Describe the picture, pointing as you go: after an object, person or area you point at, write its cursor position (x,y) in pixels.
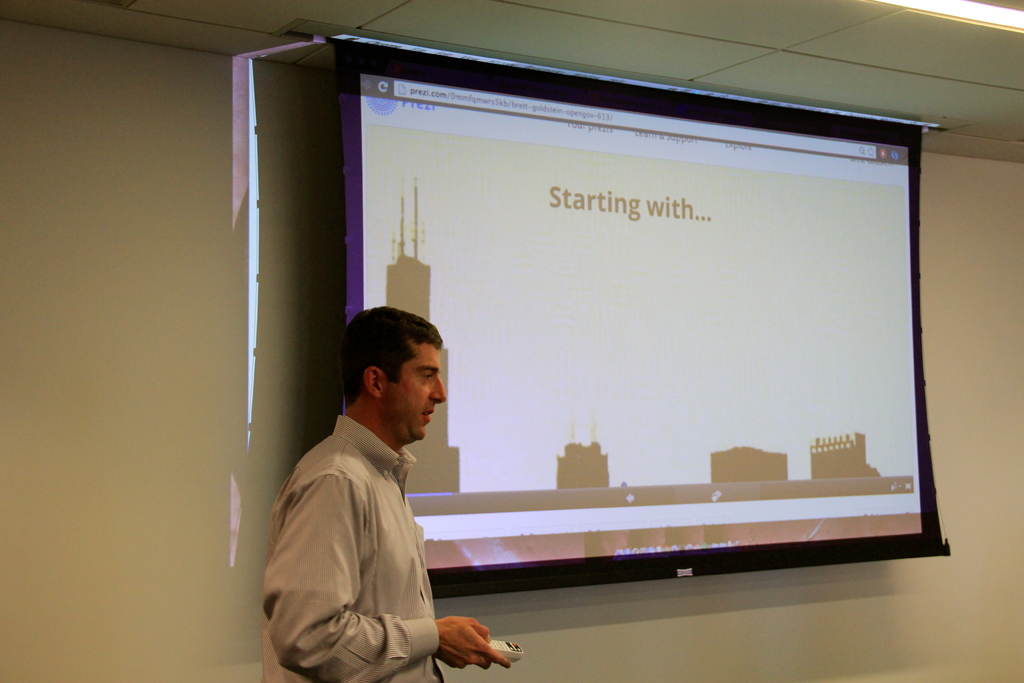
This picture is clicked in the conference hall (372,507). The man (331,598) in the white shirt (353,583) is holding a remote (521,651) in his hand (472,650). Beside him, we see a projector screen (521,340) with some text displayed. Behind that, we see a white wall (209,260). At the top of the picture (140,23), we see the ceiling (687,50) of the room (535,212).
